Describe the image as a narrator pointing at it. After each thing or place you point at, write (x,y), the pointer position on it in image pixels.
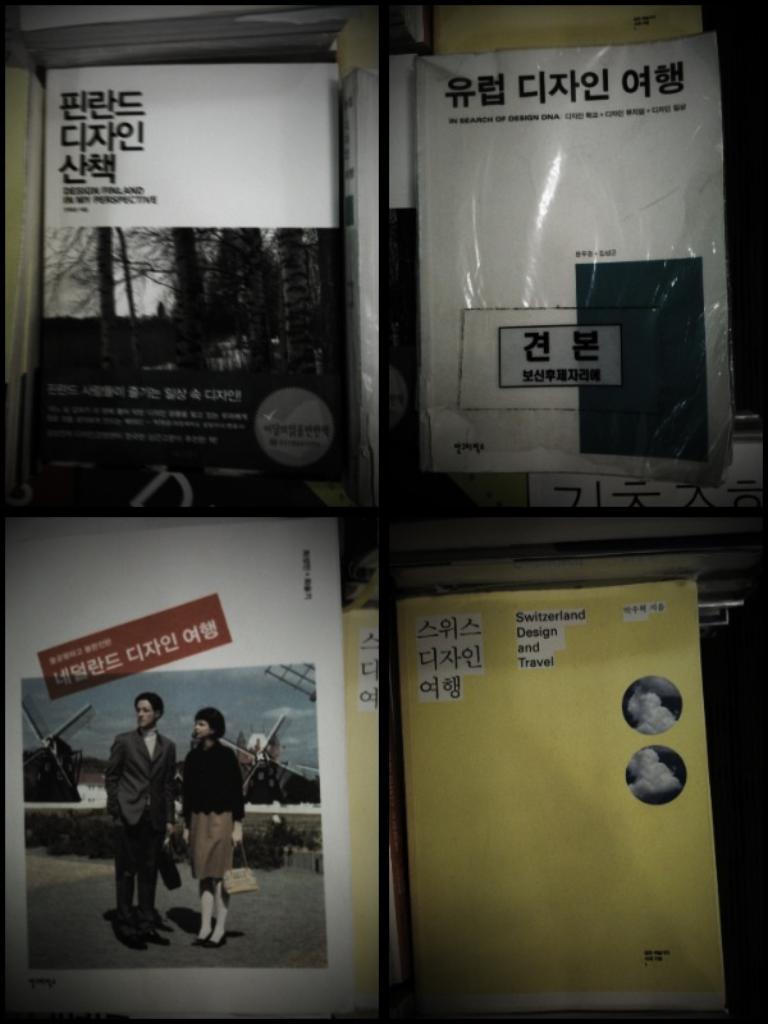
In this image we can see a collage image. In this image we can see different types of books (595,652) with some text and pictures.
